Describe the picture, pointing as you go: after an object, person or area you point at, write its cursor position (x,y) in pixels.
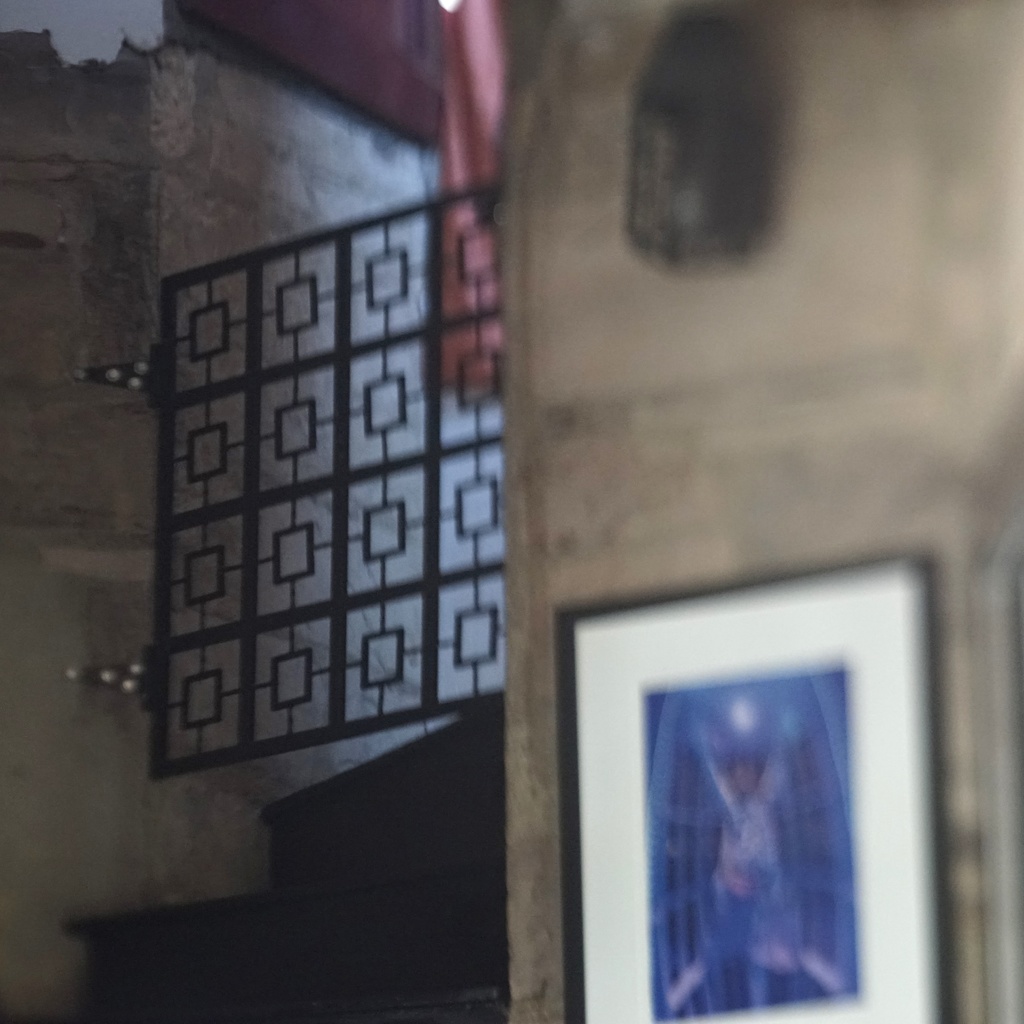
There is a frame (790,643) on the wall (786,510). Here we can see a grill (373,419).
